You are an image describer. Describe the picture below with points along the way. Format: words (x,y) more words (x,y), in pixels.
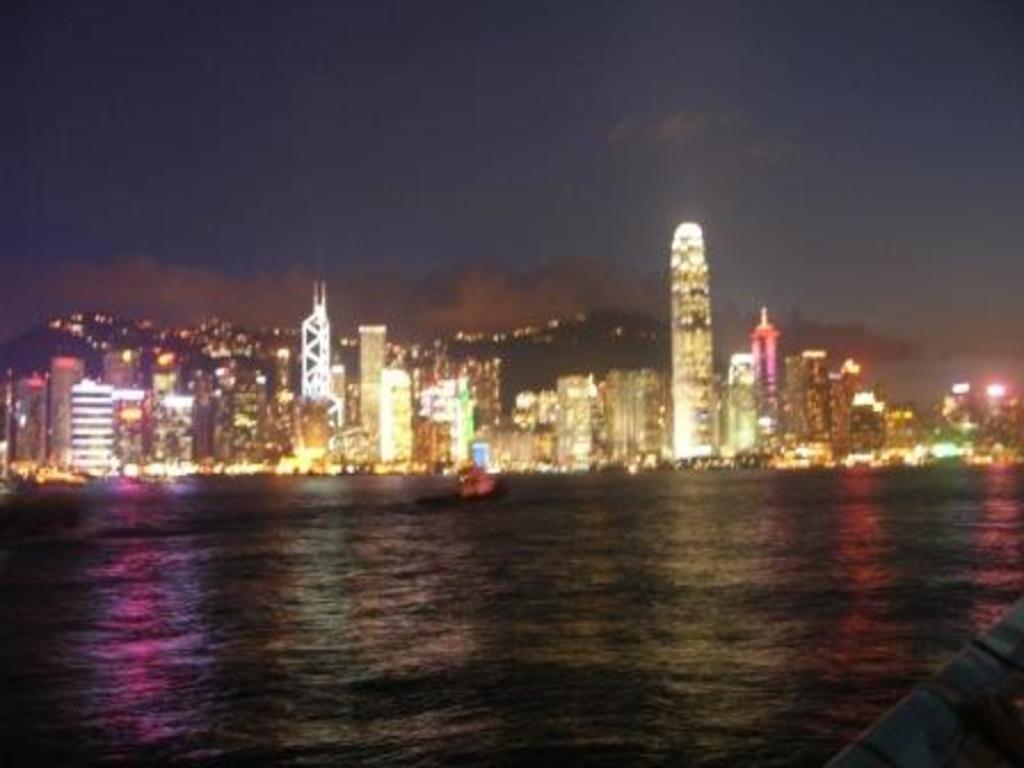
This is the picture of a city (821,356). In this image there are buildings (752,440) and there is a boat (482,484) on the water (602,537). At the top (560,80) there is sky (471,80) and there are clouds (613,268). At the bottom (638,534) there is water (501,628).
